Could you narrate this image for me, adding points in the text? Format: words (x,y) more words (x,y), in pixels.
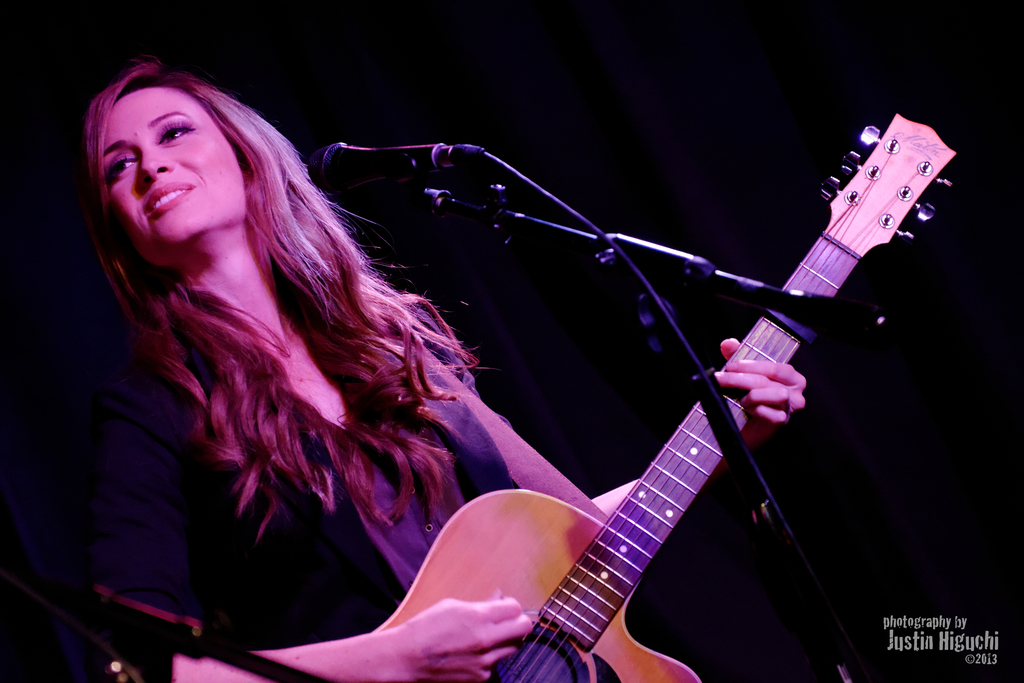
In this image on the left side (235,361) there is one woman (233,318) who is standing and playing guitar (515,592), in front of her there is one mike (322,160) and she is smiling.
